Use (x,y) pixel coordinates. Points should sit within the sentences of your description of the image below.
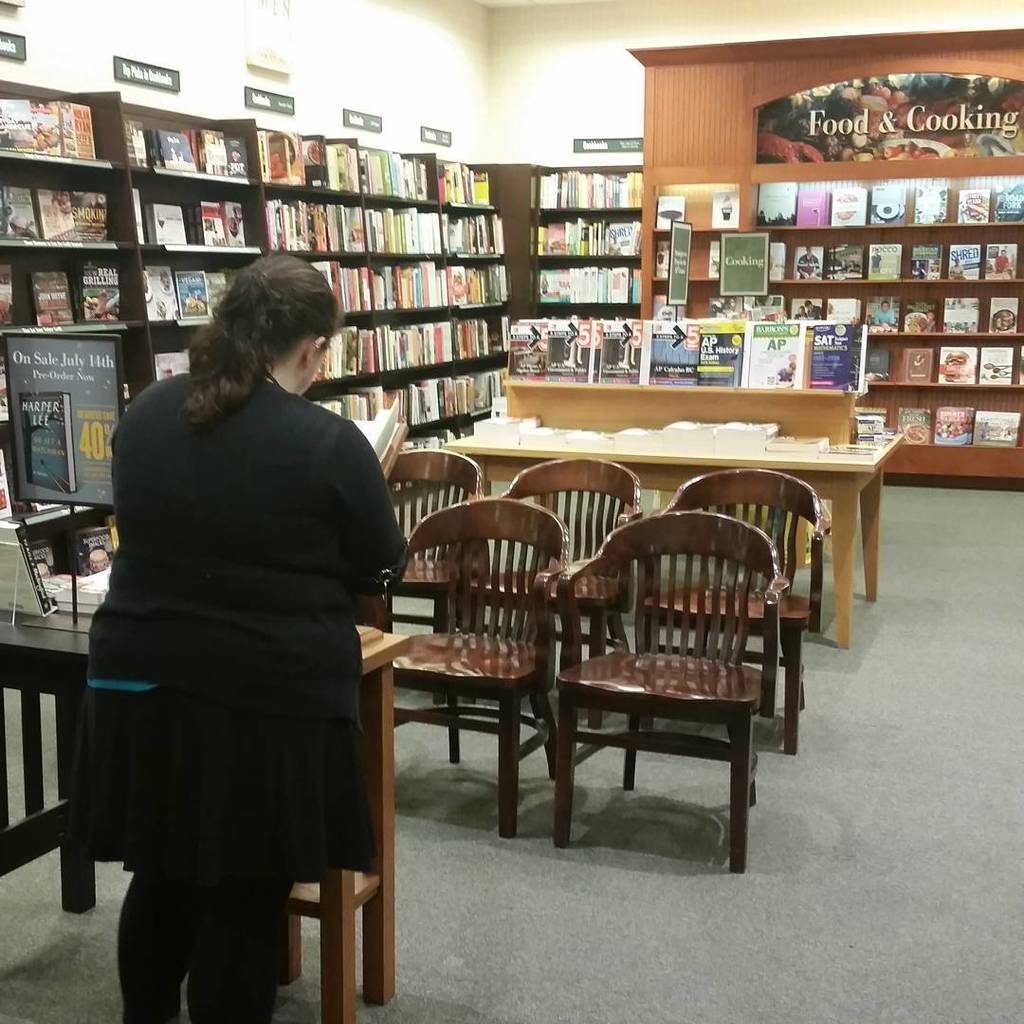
In this image on the left side (192,500) there is one woman (223,579) who is standing and on the top (255,187) there are some book racks (518,194) and some books (342,237) on it and on the right side (769,281) there is another book rack (901,231) and in that rack (710,294) there are some books (719,334) and in the center (493,580) there are some chairs (679,551) and on the top (439,59) there is a wall (494,50).
